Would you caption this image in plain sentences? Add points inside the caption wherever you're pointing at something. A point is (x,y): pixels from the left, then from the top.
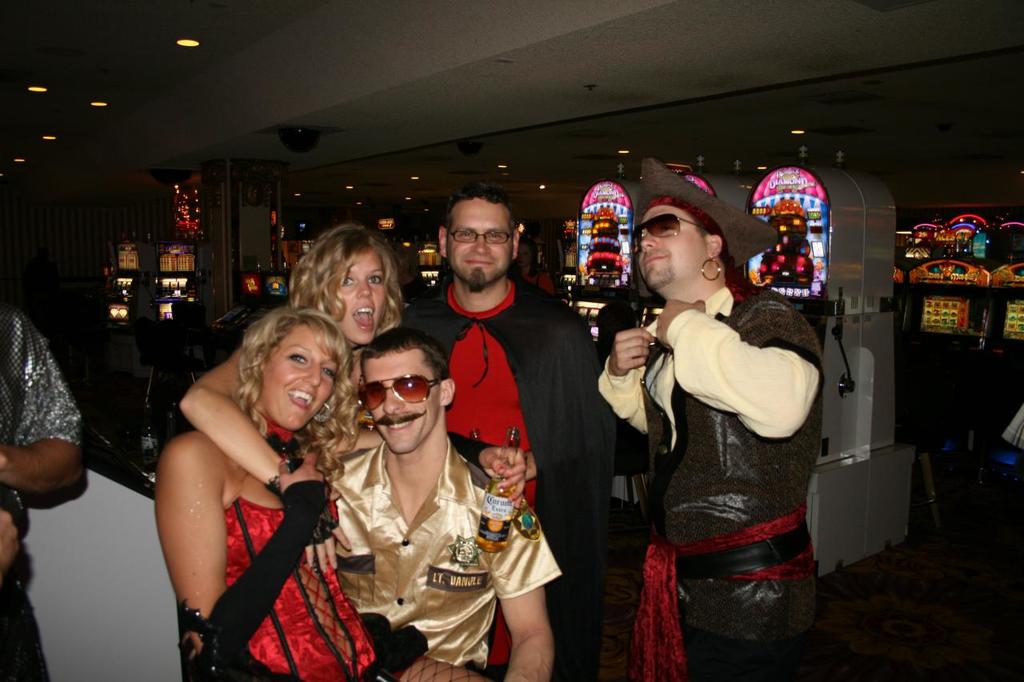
In this image, we can see few people (404,531). Few are smiling and holding some objects (496,503). Background (86,540) we can see so many things (606,300), chair (156,357), wall (81,224). Top of the image (731,166), there is a roof (556,169) with lights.
